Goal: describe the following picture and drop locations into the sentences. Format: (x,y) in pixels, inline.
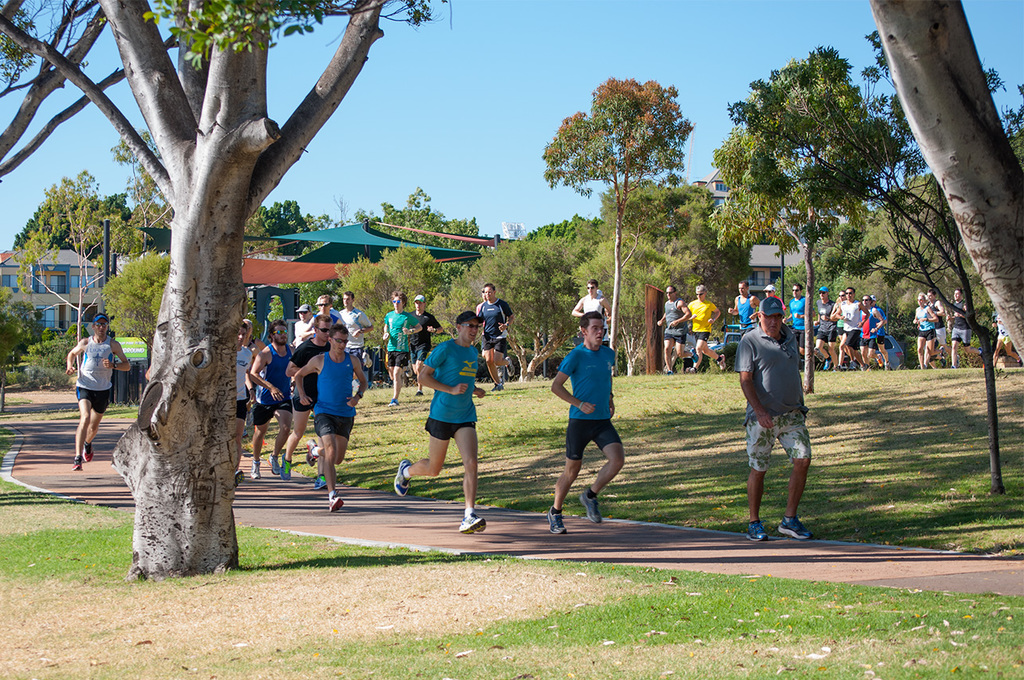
In the image there are many people (462,353) running on the road (109,424), it seems to be a marathon, on either side of the road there are trees (133,27) on the grass land (808,394), at the back (63,288) there are some buildings (85,285) and above its sky (466,74).
